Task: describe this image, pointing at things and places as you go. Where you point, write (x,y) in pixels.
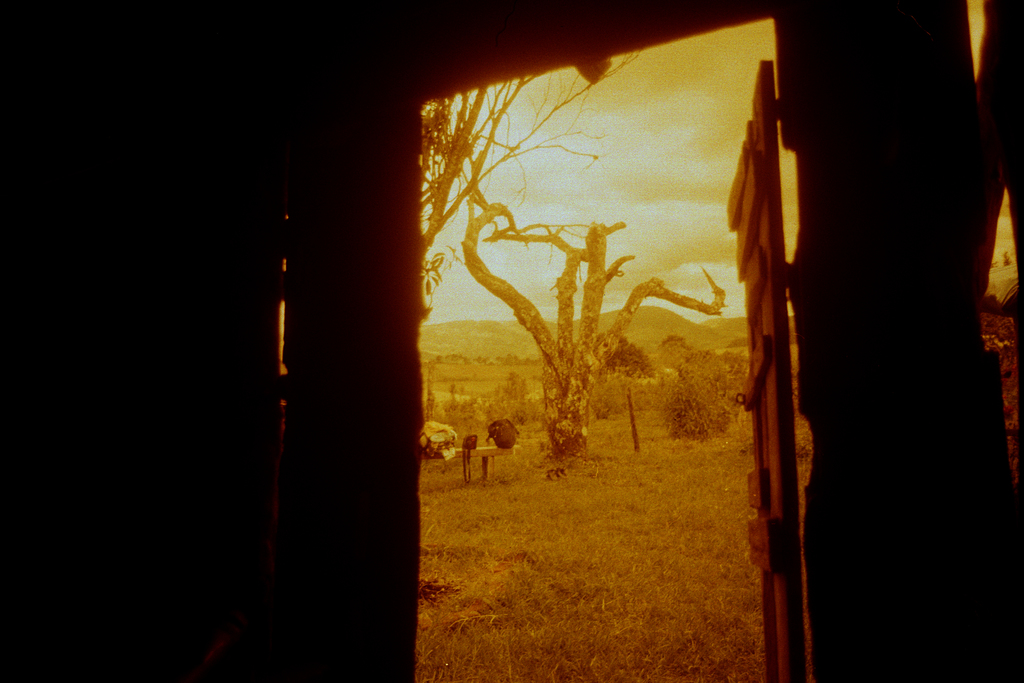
In the picture we can see from a dark house (776,545) outside, we can see a grass surface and on it we can see a dried tree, and beside it, we can see a bench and on it we can see some bags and behind it we can see some trees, hills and sky (653,215) with clouds (613,298).
